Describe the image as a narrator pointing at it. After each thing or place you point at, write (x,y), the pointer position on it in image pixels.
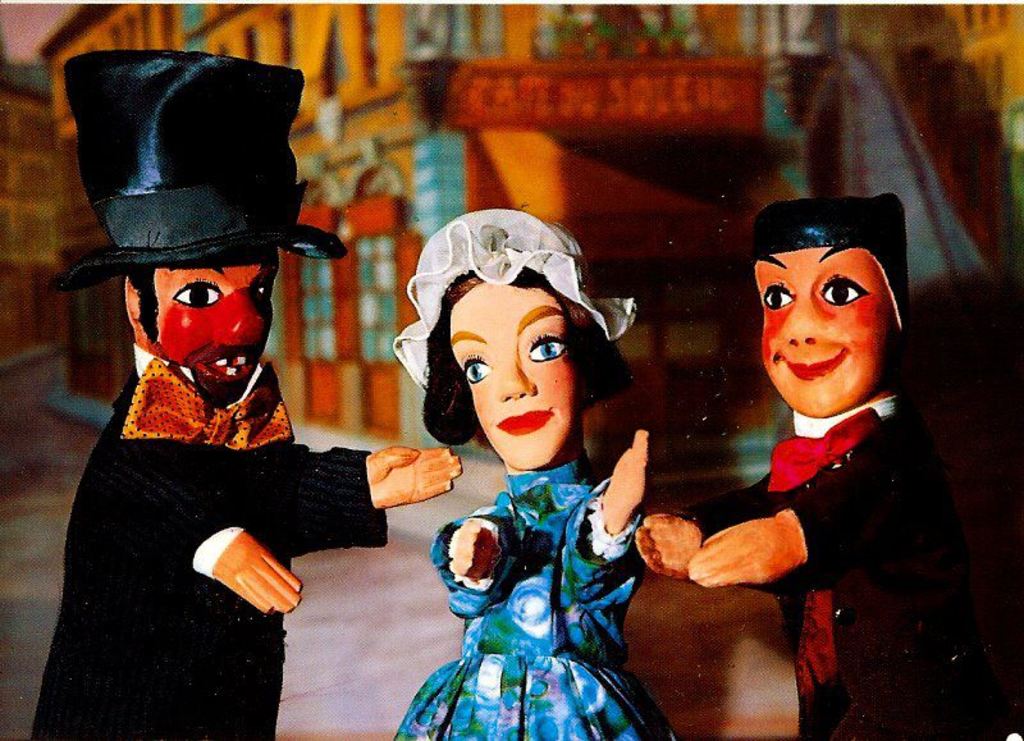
This picture shows few toys (428,359) and we see a house (641,135) background (125,20) on the back (24,298).
